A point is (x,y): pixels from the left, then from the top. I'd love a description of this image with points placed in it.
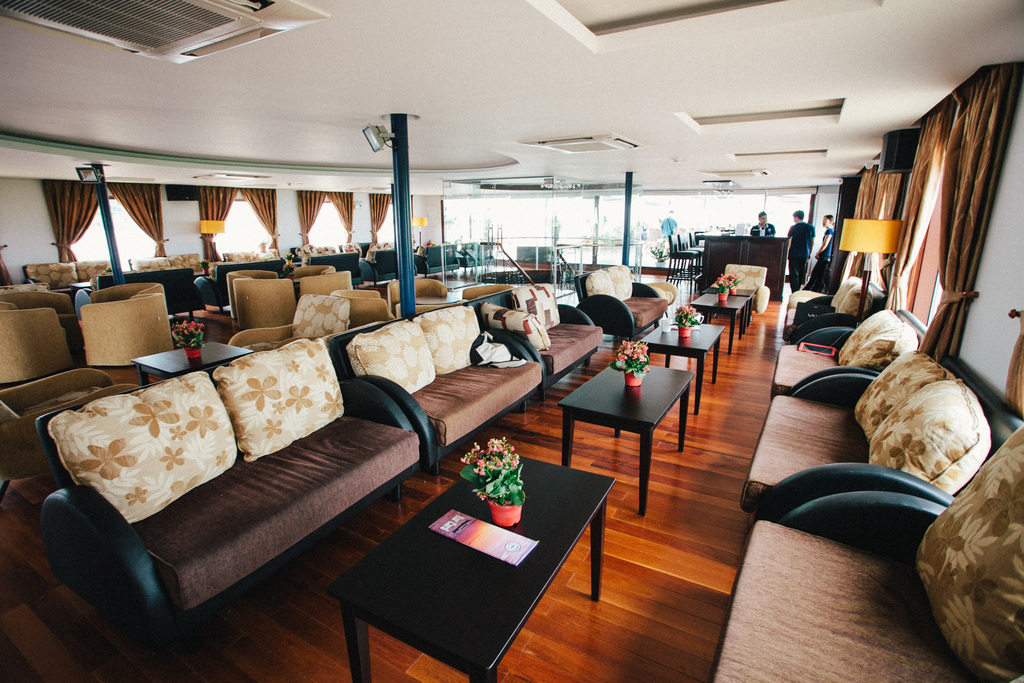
In this image I can see number of cushions (620,274) and couches (599,332). Here I can see tables (527,529) and flowers (484,457) on every table (412,636). In the background (806,238) I can see few people (793,243), lamps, lights (369,139), speaker (906,166) and curtains (920,176).
